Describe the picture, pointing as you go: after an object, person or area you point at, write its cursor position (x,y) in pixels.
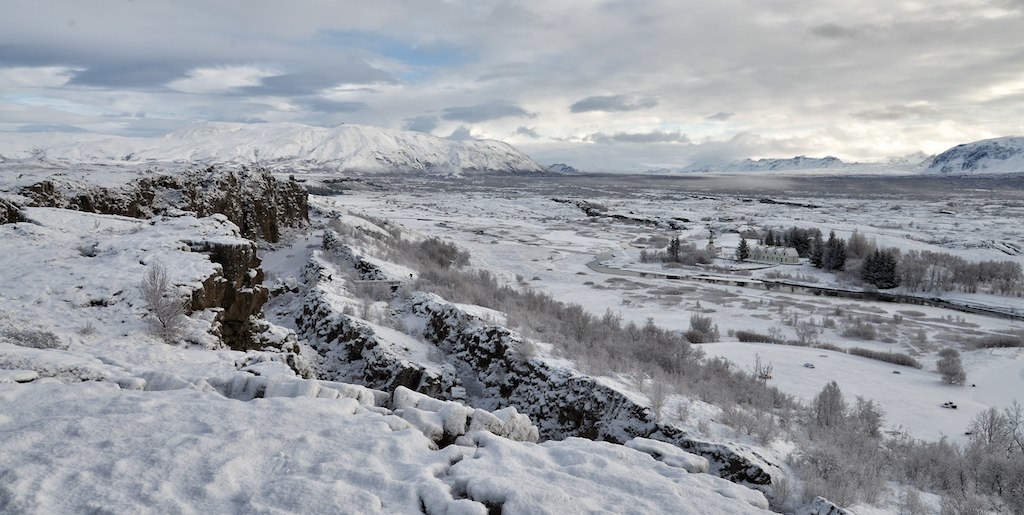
In the image we can see the snow (333,364), trees (599,331), mountains (418,146) and the sky (564,77).
